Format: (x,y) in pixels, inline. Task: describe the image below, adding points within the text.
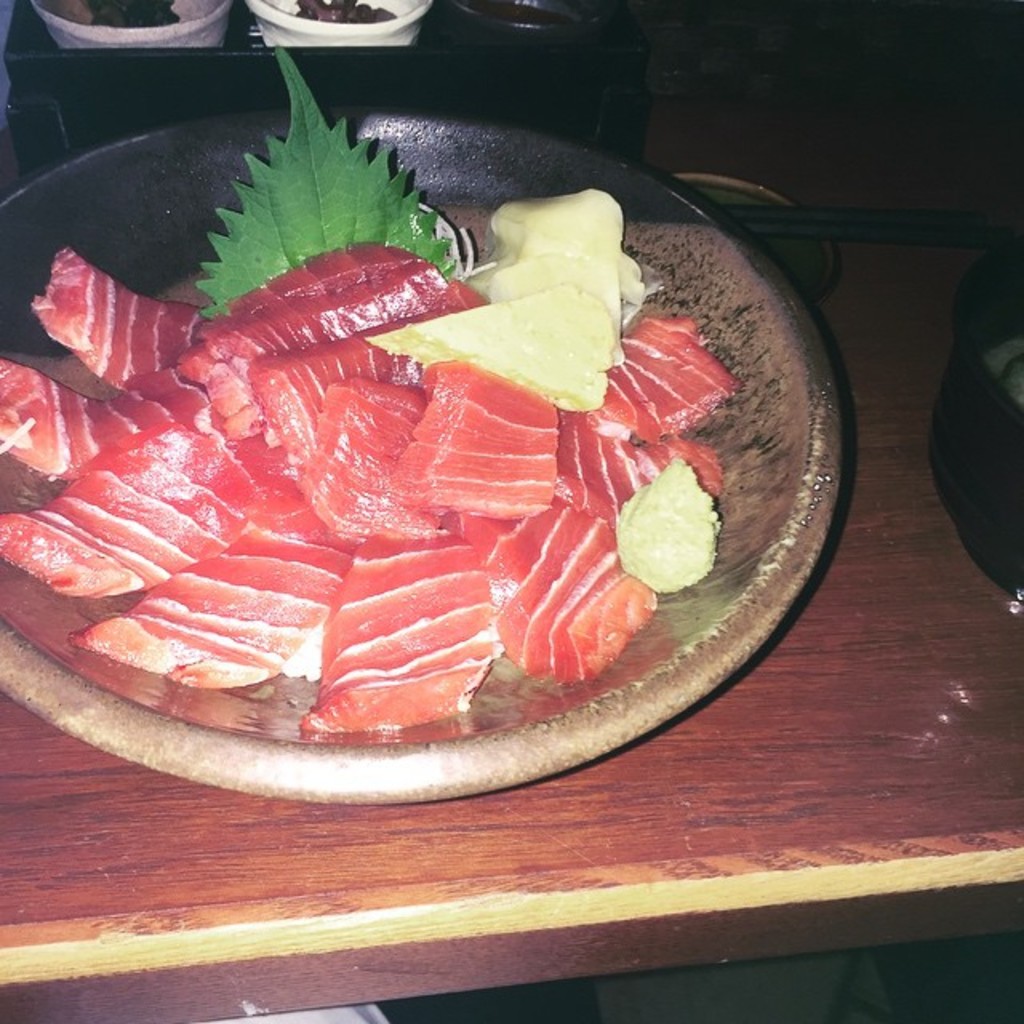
In this image I can see the brown colored table (811,782) and on the table (846,759) I can see a bowl (706,688) which is brown in color. In the bowl (697,619) I can see few food items (415,563) which are white, red, cream and brown in color and I can see a leaf (301,155) which is green in color. I can see few other bowls (209,39) which are white in color and few other black colored objects (1016,539) on the table (932,535).
